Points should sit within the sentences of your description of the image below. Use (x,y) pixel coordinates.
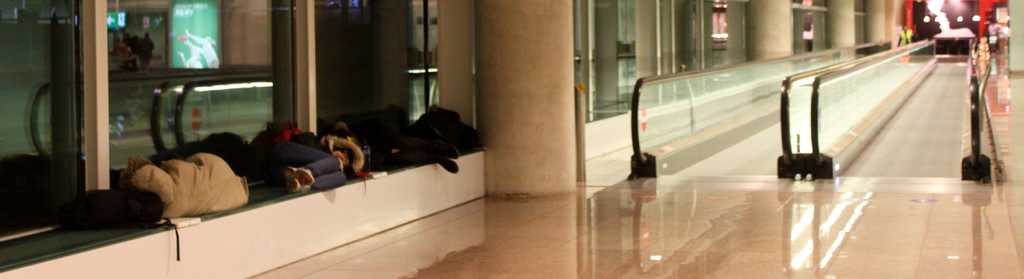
The picture is clicked in a airport (571,150) where we observe few people (397,126) are lying on the bench (445,185) and we observe two straight escalators (817,151) in the background (799,105).
